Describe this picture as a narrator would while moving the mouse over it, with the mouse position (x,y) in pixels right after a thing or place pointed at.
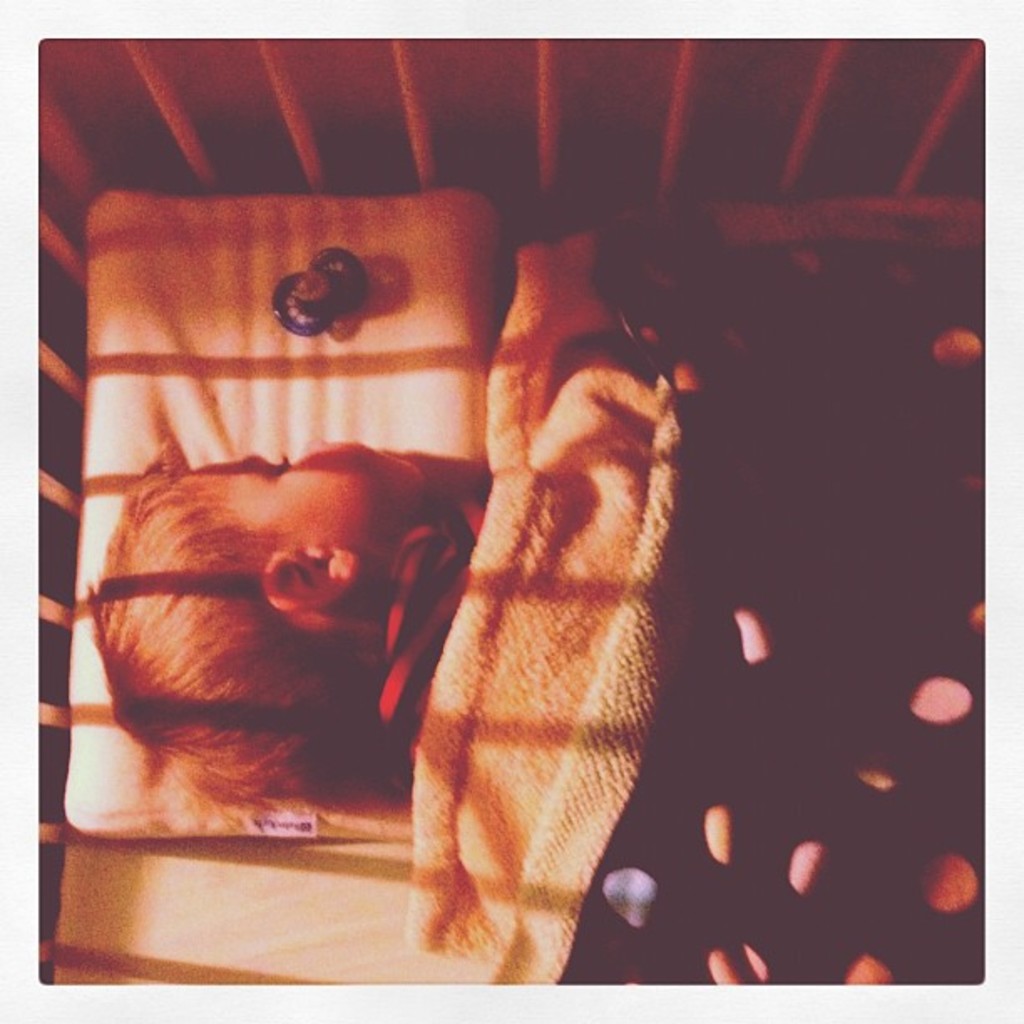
In this image in the center (455,607) there is a person (441,616) sleeping. On the top of the person (365,602) there is a blanket (745,615) and on the top (410,121) there is a grill (309,162) which is white in colour.
